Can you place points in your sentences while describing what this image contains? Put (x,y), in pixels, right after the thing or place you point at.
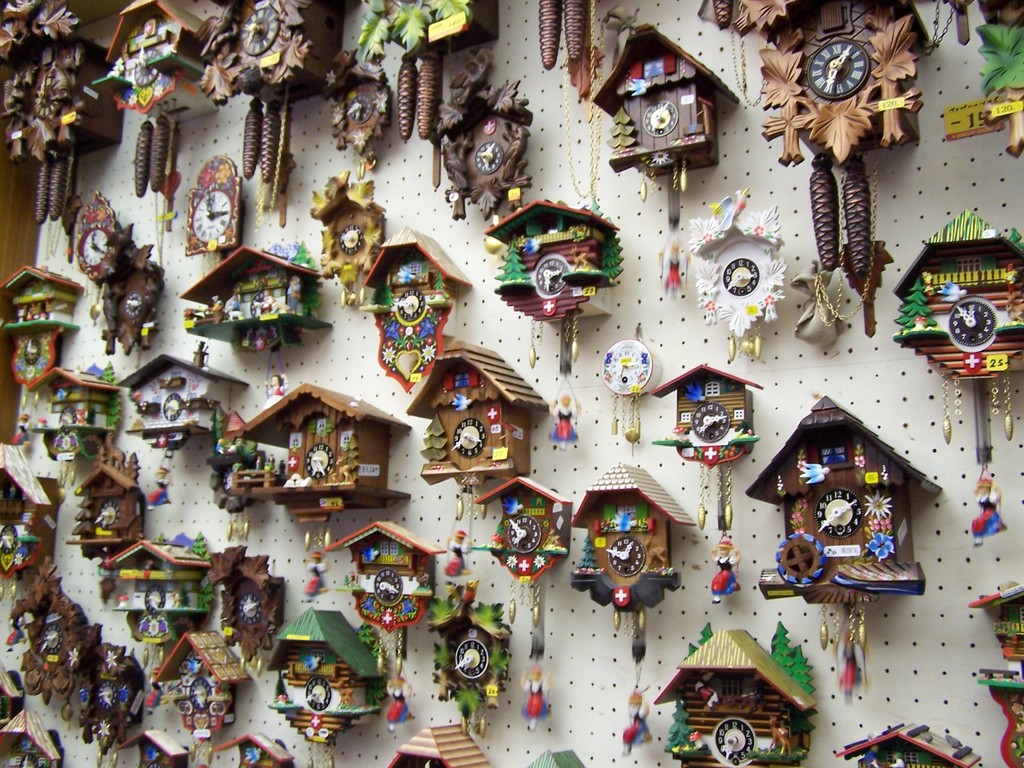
In this image I can see many clocks (253,268) and cuckoo clocks (514,436) attached to a wall (647,284).
